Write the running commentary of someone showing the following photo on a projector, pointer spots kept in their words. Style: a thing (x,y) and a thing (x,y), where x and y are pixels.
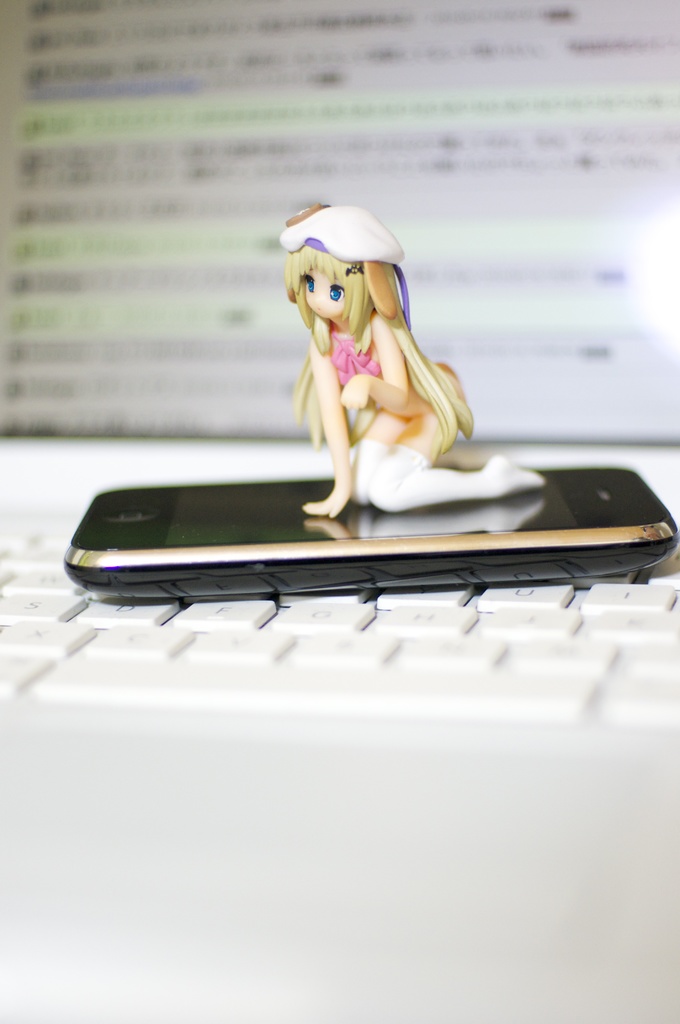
In the image we can see a laptop (294,718). This is the keyboards (358,615), on the keyboards (634,576) there is a mobile phone (433,556), and on the mobile phone (422,513) there is a toy (344,344).
